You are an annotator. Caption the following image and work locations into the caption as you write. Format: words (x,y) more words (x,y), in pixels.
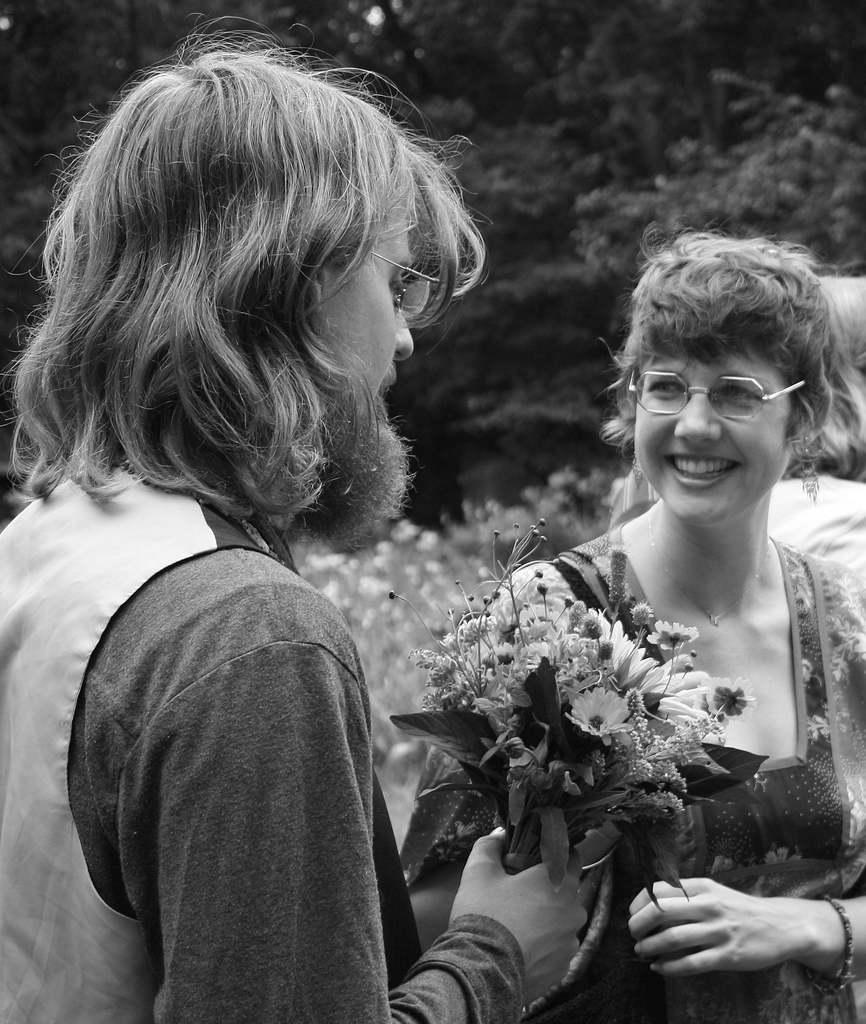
In this black and white image, we can see persons (296,588) wearing clothes (296,588). There is a person (299,524) on the left side of the image (139,623) holding flowers (533,643) with his hand (527,899). In the background (499,432), there are some trees (479,75).
